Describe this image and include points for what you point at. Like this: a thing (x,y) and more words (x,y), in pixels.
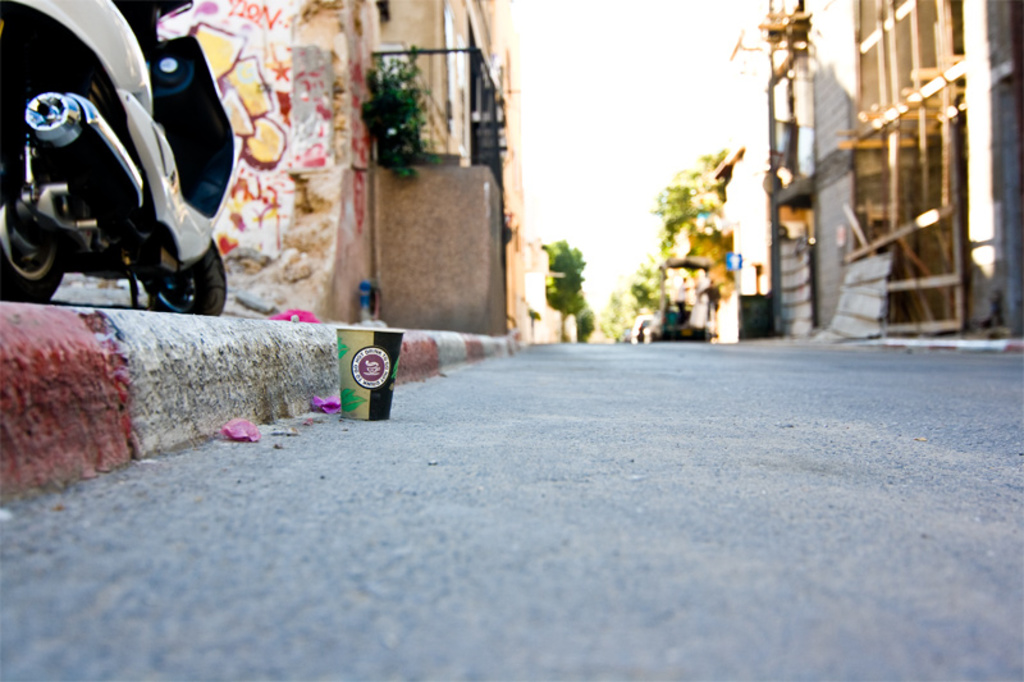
In this picture I can observe a cup (359,375) placed on the road (439,422) on the left side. On the left side (79,238) I can observe a bike (159,125) parked on the footpath (61,303). In the background (613,280) there are trees (561,314), buildings (447,220) and sky (597,113).
